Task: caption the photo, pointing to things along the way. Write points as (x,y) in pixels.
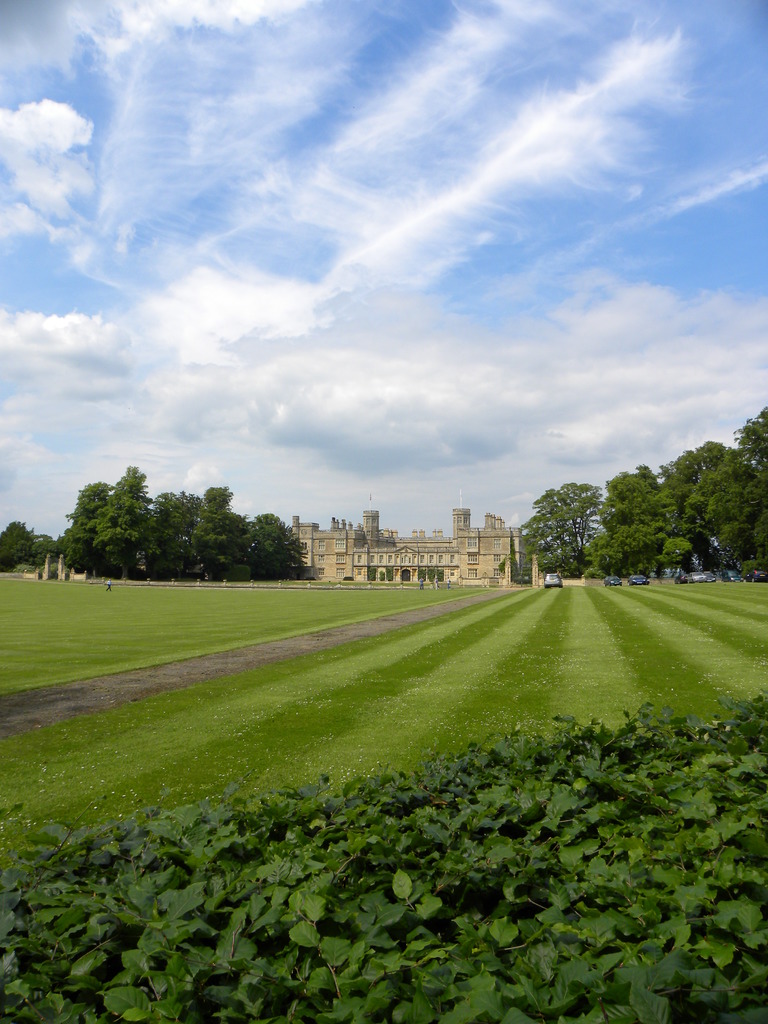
In the image we can see a building (419,548), path (231,663), grass (498,681), trees (643,515) and a cloudy sky (366,242). We can even see there are vehicles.
